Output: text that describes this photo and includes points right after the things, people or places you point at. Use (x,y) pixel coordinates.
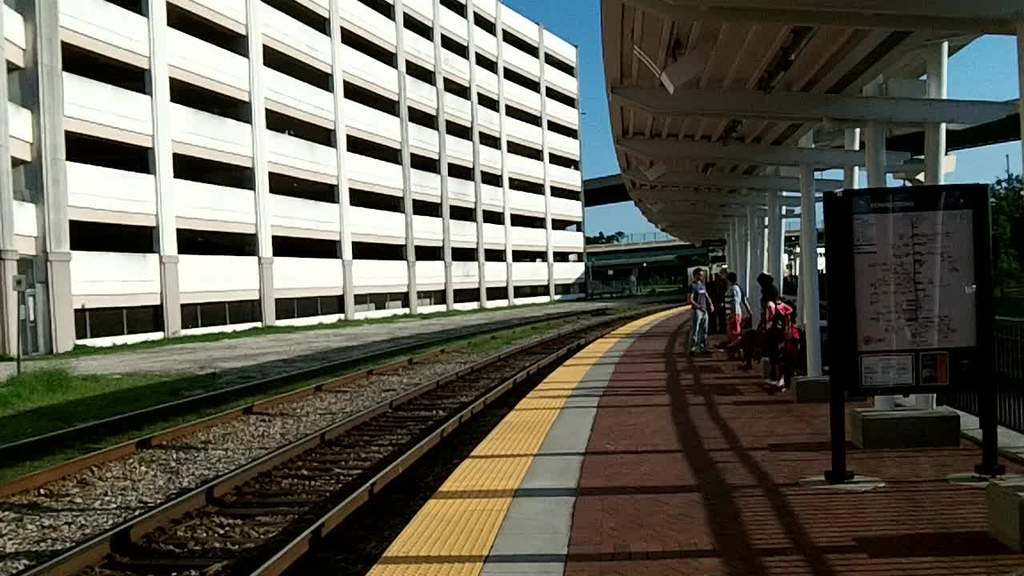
In this picture we can see a railway track (290,501) and stones (310,494) in the middle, on the right side (720,406) there is a platform (696,494), we can see some people (737,291) are standing on the platform (777,501), on the right side (911,322) there is a board (968,325) and a tree (998,248), on the left side (328,271) we can see a building (227,231) and grass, there is the sky (568,35) at the top of the picture (577,44).
